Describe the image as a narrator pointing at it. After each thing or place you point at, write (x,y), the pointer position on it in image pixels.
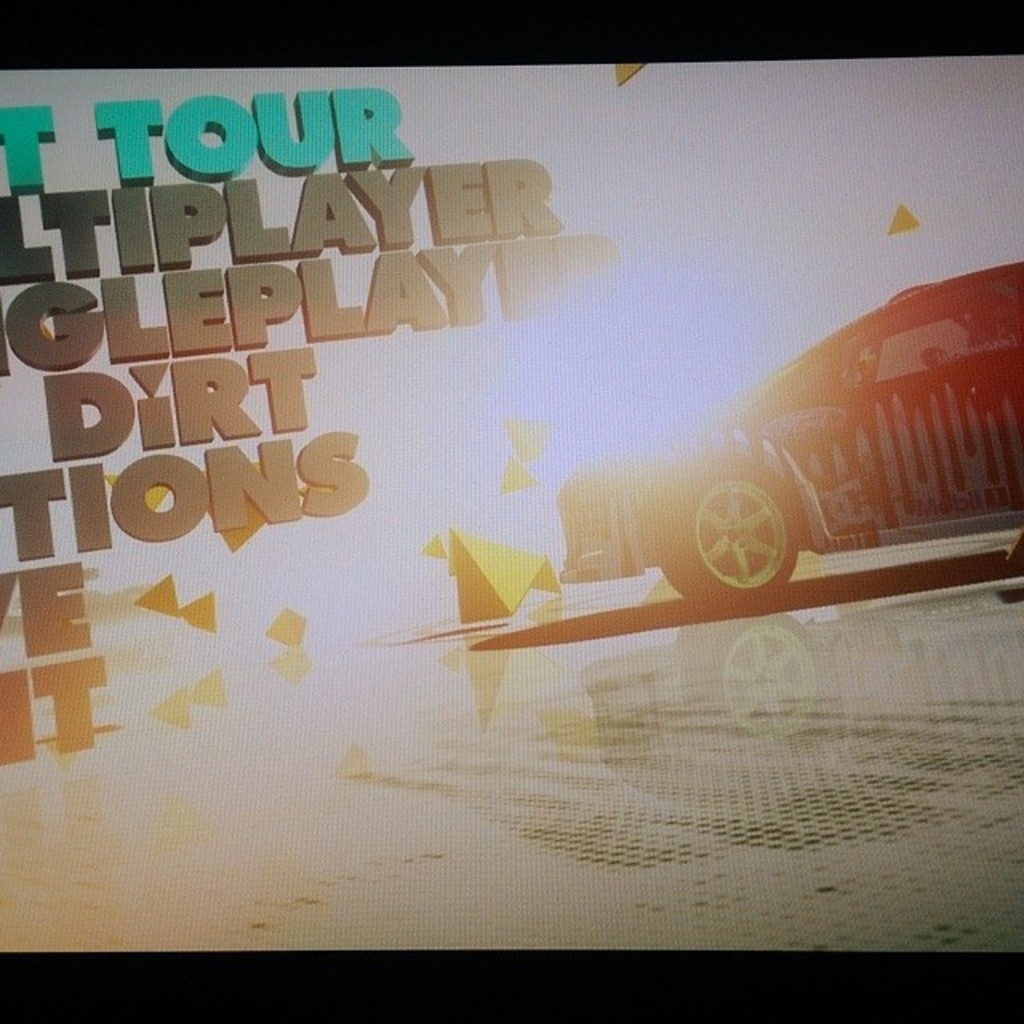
In the center of the image (491,639) we can see a screen (605,591). On the screen (528,580), we can see a car (748,571), some text (11,159) and a few other objects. And we can see the black colored border (440,44) at the top (657,21) and bottom of the image (311,968).
